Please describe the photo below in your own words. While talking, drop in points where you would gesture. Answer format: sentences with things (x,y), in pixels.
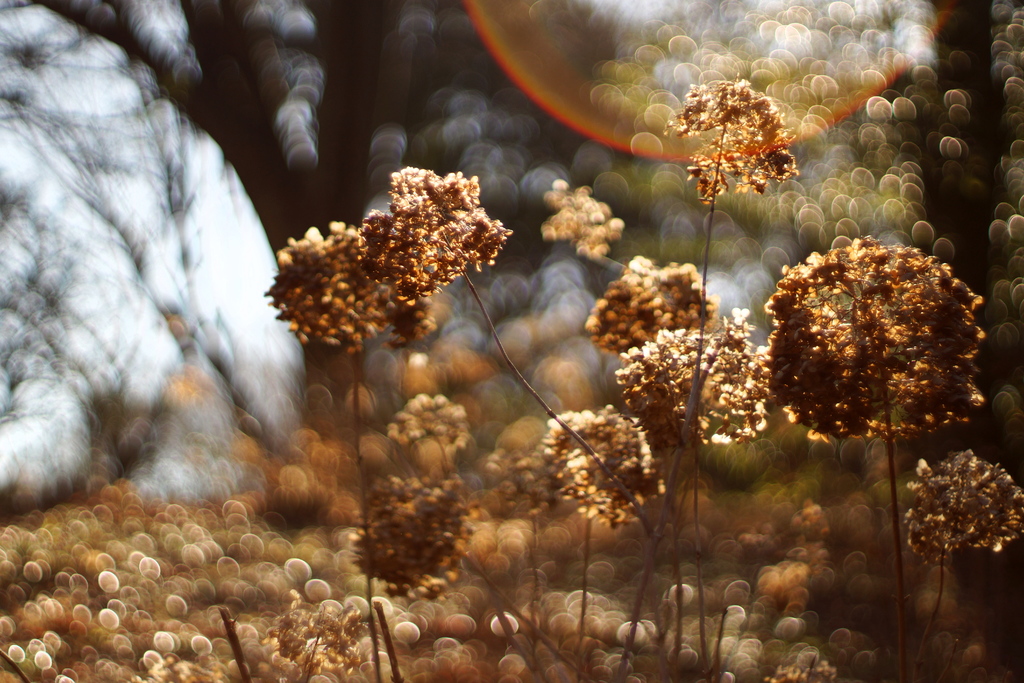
In this image in the front (698,353) there are plants (735,396) and the background (31,416) is blurry.
